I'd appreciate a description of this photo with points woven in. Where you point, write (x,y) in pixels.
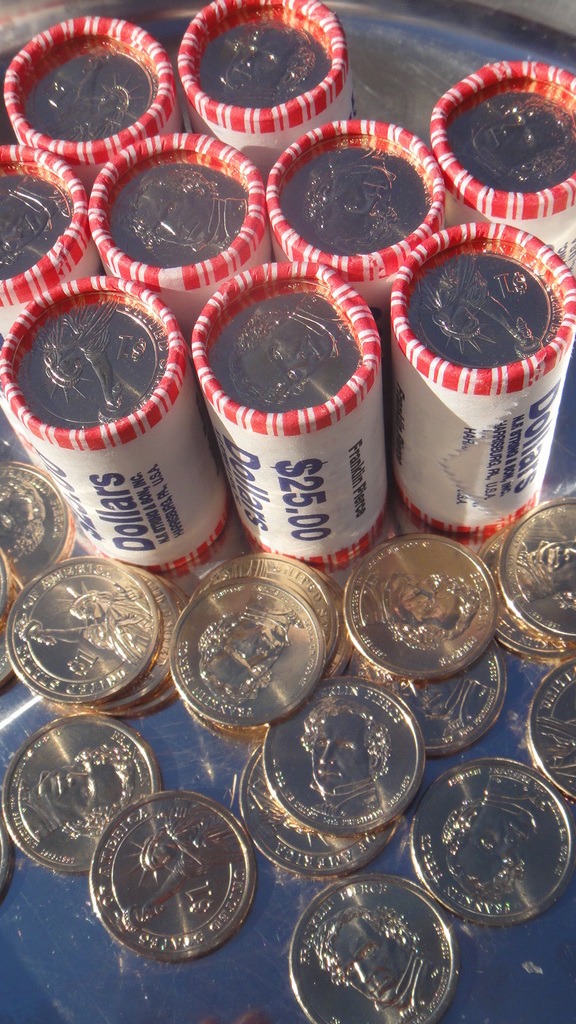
In this image at the bottom (191,811) there are some coins (473,617) and in the center (354,345) there are some packets (291,416), and in that packets (234,273) there are a group of coins (284,391).
